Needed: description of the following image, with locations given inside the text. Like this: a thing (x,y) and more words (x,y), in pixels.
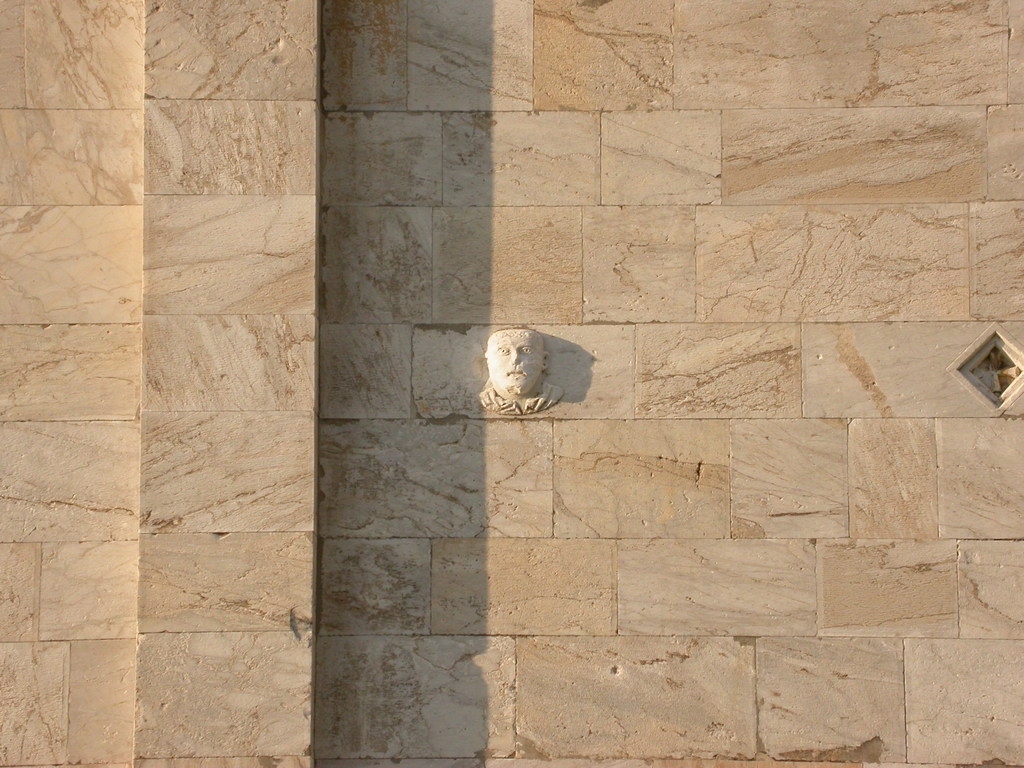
In this image there is a wall (510,310), on the wall (521,297) there is some sculpture (543,359) and on the right side of the image (993,363) there is a small window (992,380).
